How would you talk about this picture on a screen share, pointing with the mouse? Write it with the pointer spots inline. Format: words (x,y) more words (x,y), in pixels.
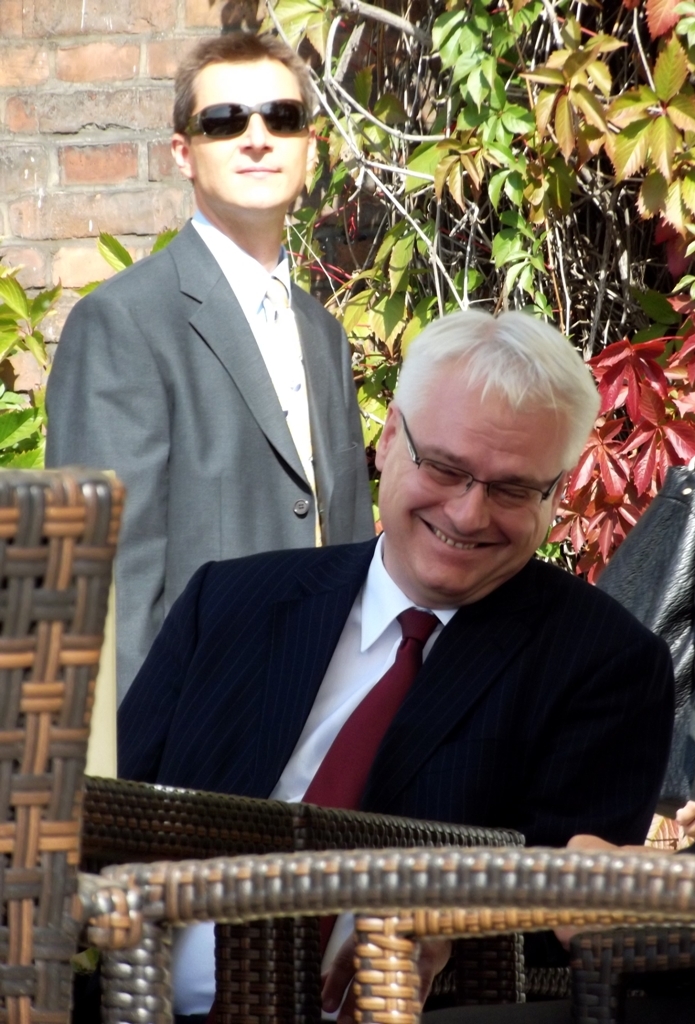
In this picture I can observe two men (353,483). One of them is sitting and smiling. Both of them are wearing spectacles (502,499) and coats (403,771). In the background (425,240) I can observe some plants (407,263) and a wall (106,99).
